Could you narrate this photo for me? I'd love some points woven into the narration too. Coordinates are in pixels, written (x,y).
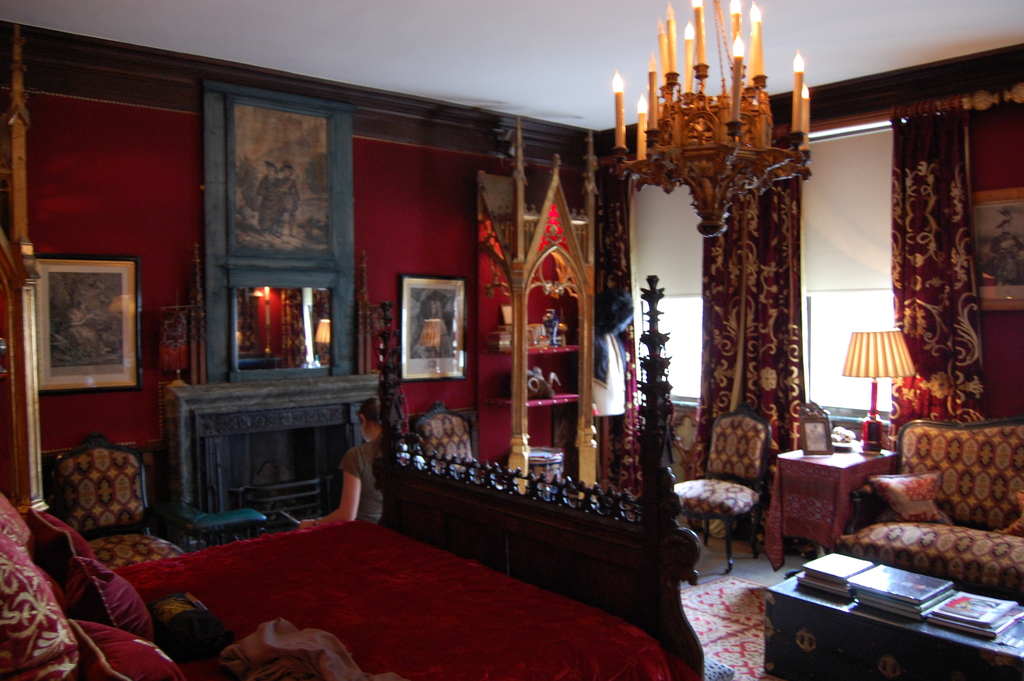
In this picture there is a chandelier (722,92), candles (661,56). There are frames (332,258) on the wall (415,395). There is a rack (487,283) and few items (554,336) on it. There is a red cloth (460,604) on the bed (327,648). There is a pillow (126,625), blanket (284,629) on the bed (492,600). There is a sofa (941,485), chair (733,510), lamp (873,395), photo (821,435) on the desk (825,486). There is a woman (359,490) sitting on the floor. there is a carpet (728,640).
